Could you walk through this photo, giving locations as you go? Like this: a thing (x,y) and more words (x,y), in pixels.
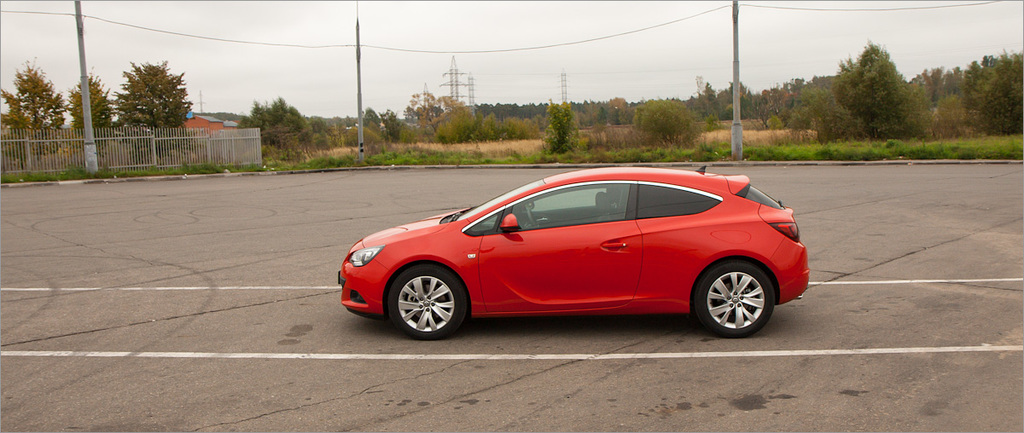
This image is clicked outside. There are trees (925,129) in the middle (564,147). There are poles (87,88) in the middle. There is sky (124,50) at the top (904,52). There is a car (669,173) in the middle (653,169), it is in red color.
